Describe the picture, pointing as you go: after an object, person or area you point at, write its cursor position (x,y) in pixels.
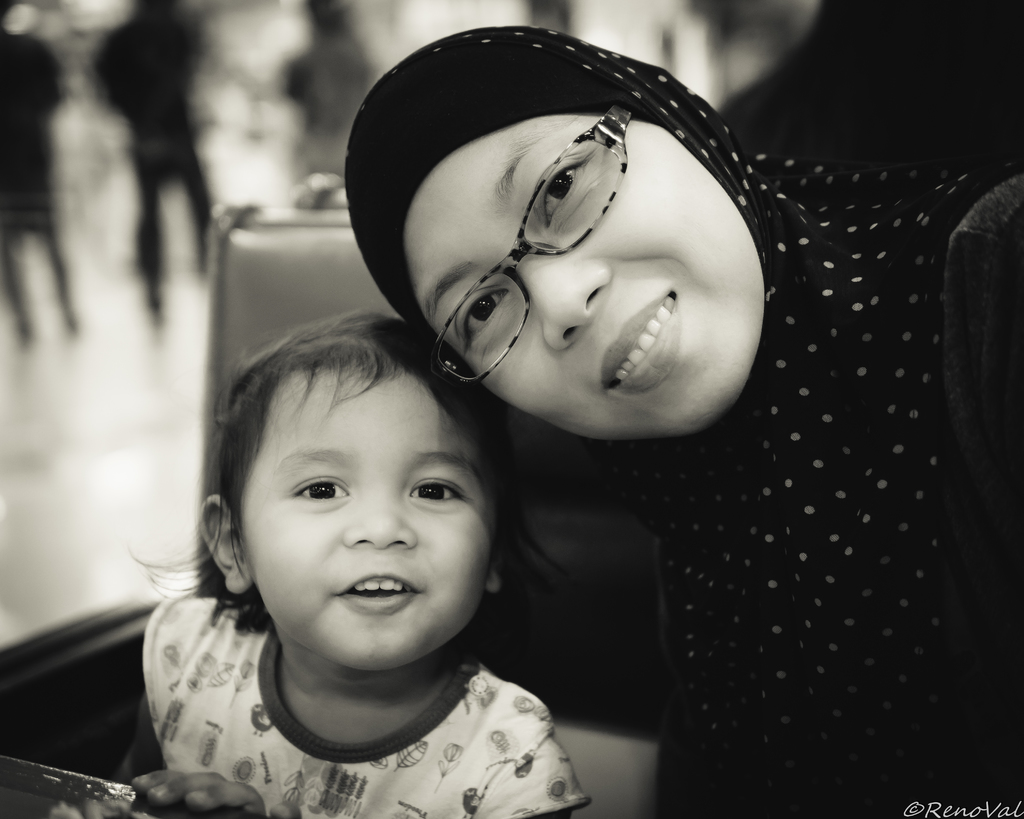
This picture describes about group of people (328,358), on the right side of the image (727,394) we can see a woman (607,250), she wore spectacles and she is smiling, beside to her we can see a kid (332,528), and also we can see a watermark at the right bottom of the image (945,818).
